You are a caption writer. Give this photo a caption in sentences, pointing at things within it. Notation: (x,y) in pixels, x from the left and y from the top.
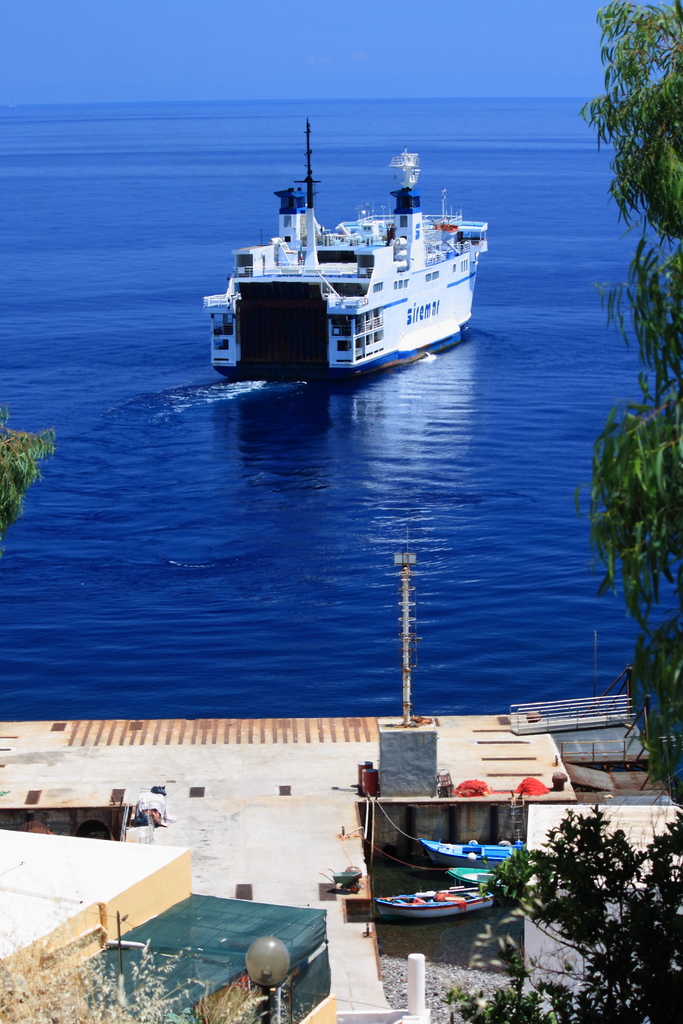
In this image at the bottom (228,865) we can see poles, objects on a platform (358,719), room (545,833), glass objects (273,980) and boats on the water (457,917). In the background (479,166) there is a ship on the water (483,455) and on the left side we can see the branch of a tree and on the right side (653,103) we can see a tree (644,247).
